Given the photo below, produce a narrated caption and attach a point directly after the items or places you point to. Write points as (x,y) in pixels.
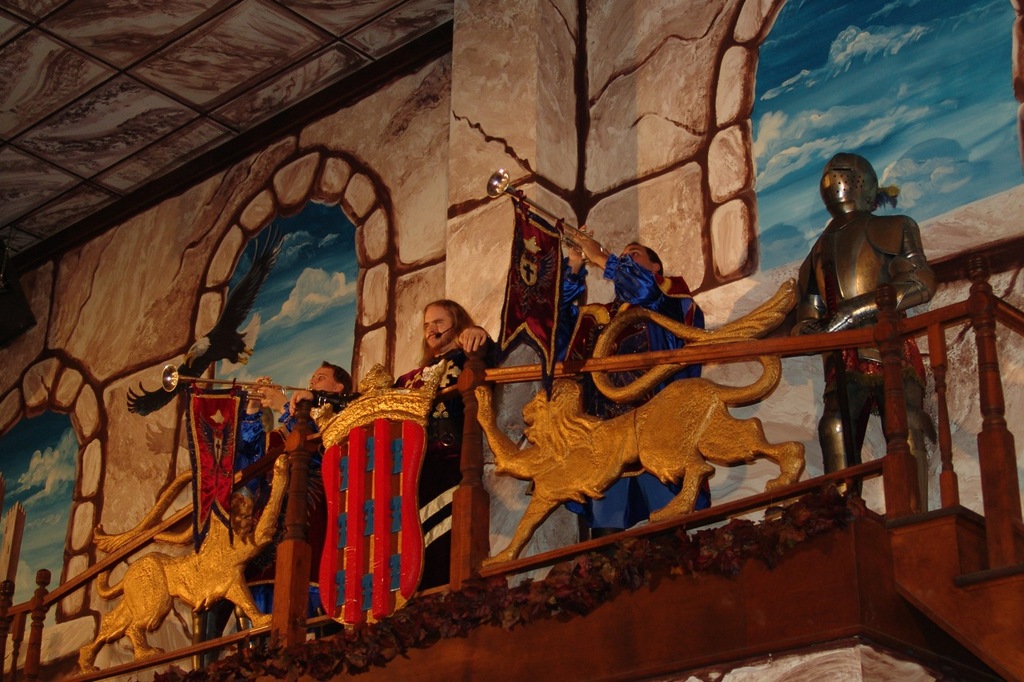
In this picture we can see an inside view of a building (146,347), on the left side (248,428) there are three persons (621,338) are standing, two of them are playing trumpets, on the right side (851,401) we can see an armor (848,255), we can also see paintings (387,255) on the wall (435,195), there are two flags (532,277) in the middle (545,276).
